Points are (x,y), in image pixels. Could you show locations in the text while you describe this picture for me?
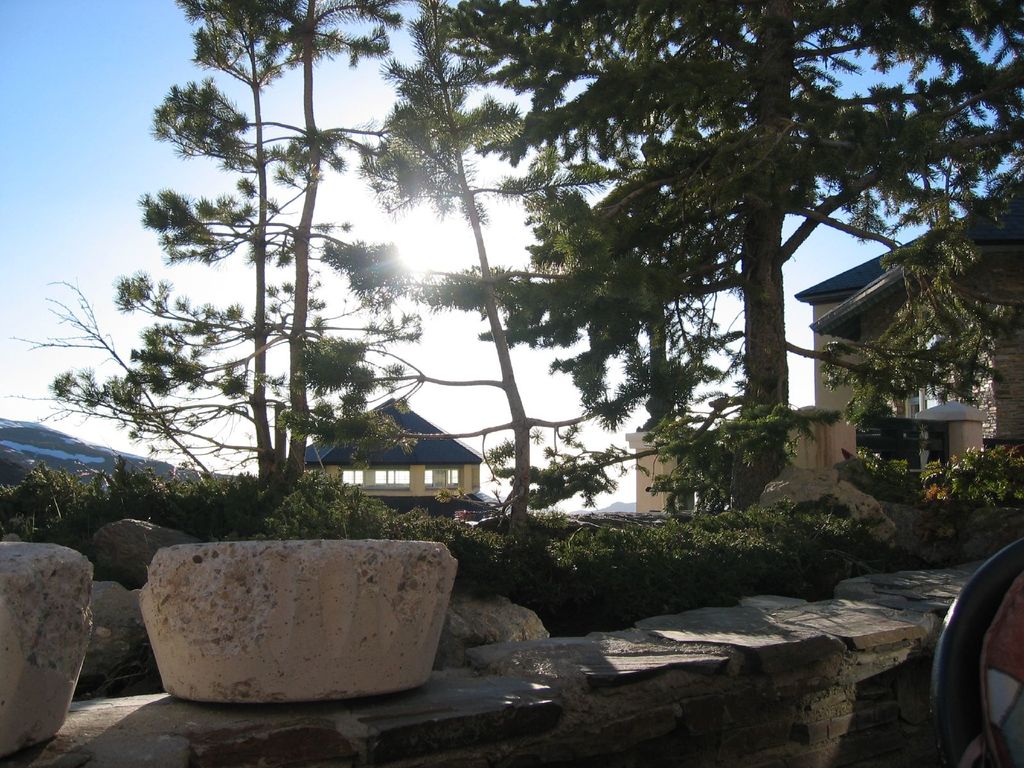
In this picture we can see trees (331,369), houses (947,400), stones (19,582), wall (600,659) and in the background (151,236) we can see the sky (74,131).
